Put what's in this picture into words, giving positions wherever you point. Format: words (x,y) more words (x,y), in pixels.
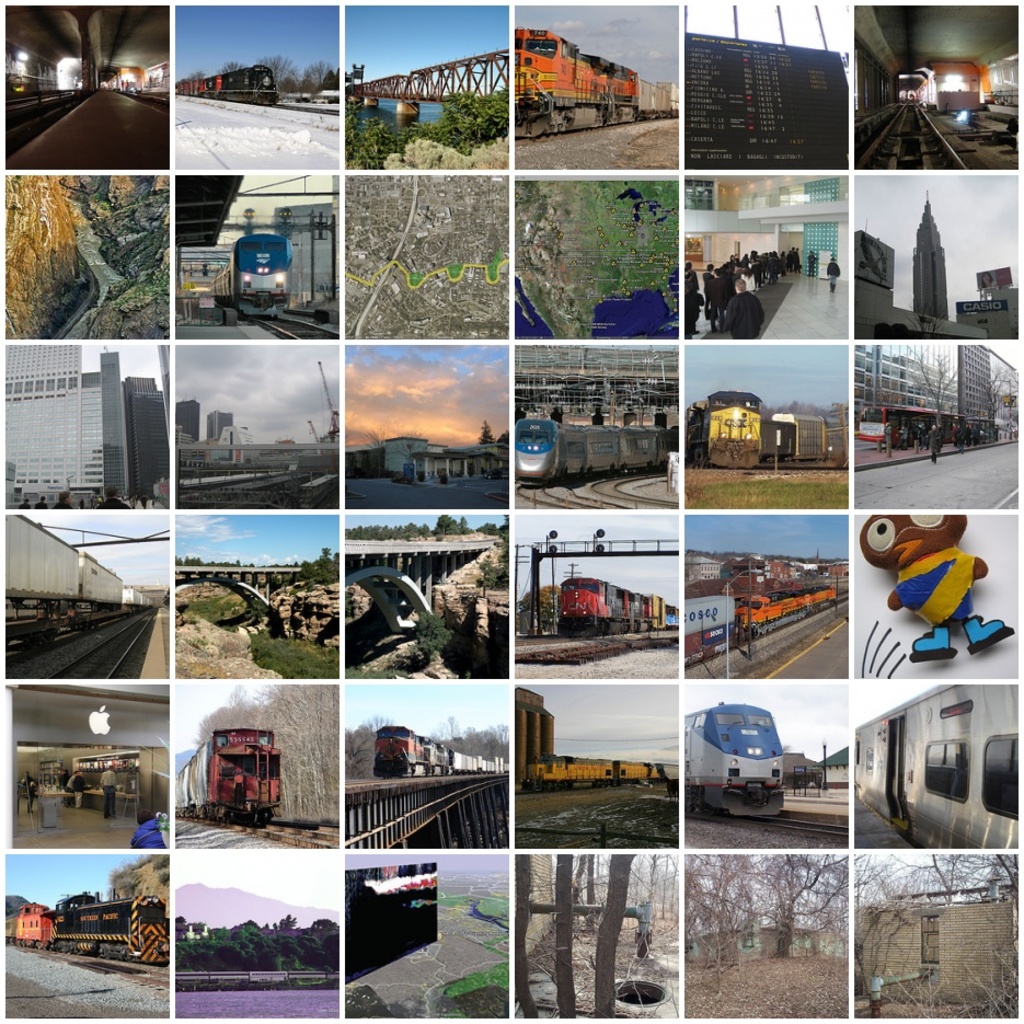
It is a collage image. There are pictures of trains (560,63), bridges (419,93), buildings (19,438), subways (917,152) and houses (692,936).
